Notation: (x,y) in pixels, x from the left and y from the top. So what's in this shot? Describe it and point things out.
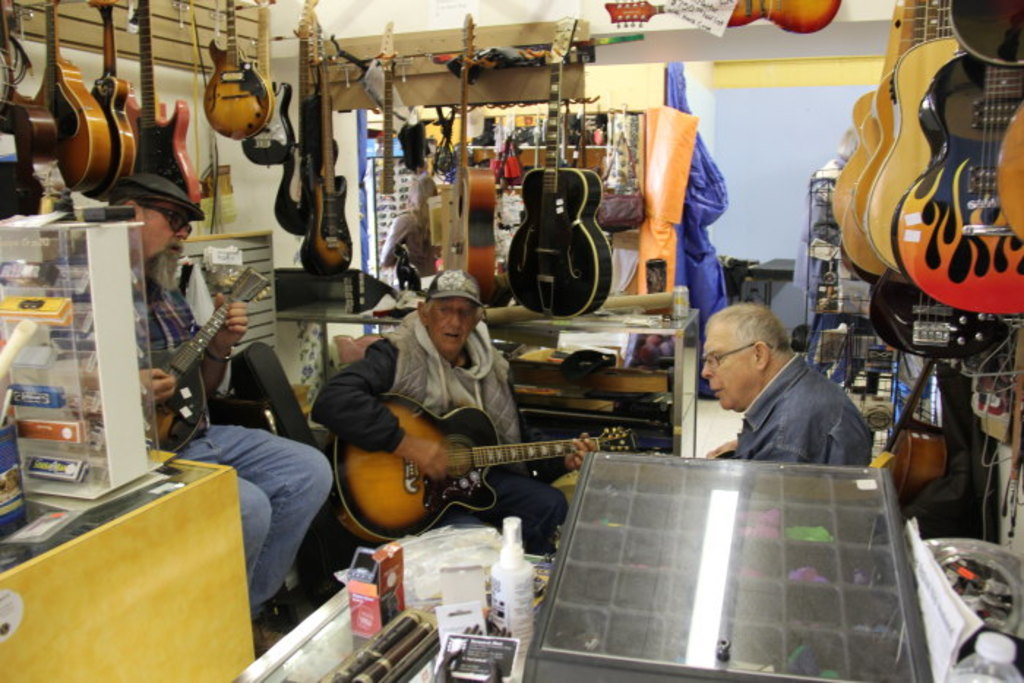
The picture is taken inside a room (551,406) where there are three people (746,359) sitting and two of them holding a guitars (379,461) and at the right corner of the picture (815,439) one person (776,422) is wearing a grey shirt (779,439) behind him there are guitars (898,217) hanged and there is one box (808,537) on the table (477,594) and one bottles (509,586), pens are present and at the left corner of the picture (187,464) there is another table (182,545) on which the box (5,297) is present with some items (2,285) in it and there are so many guitars (67,68) hanged from the wall (205,18) and in the middle (500,388) person (482,383) he is wearing a cap (449,292) and coat (430,395) behind him there are so many guitars (452,255), one lady (420,221) is standing there and there is another room (804,211) where some things (817,266) are kept in the shelves (873,344).
